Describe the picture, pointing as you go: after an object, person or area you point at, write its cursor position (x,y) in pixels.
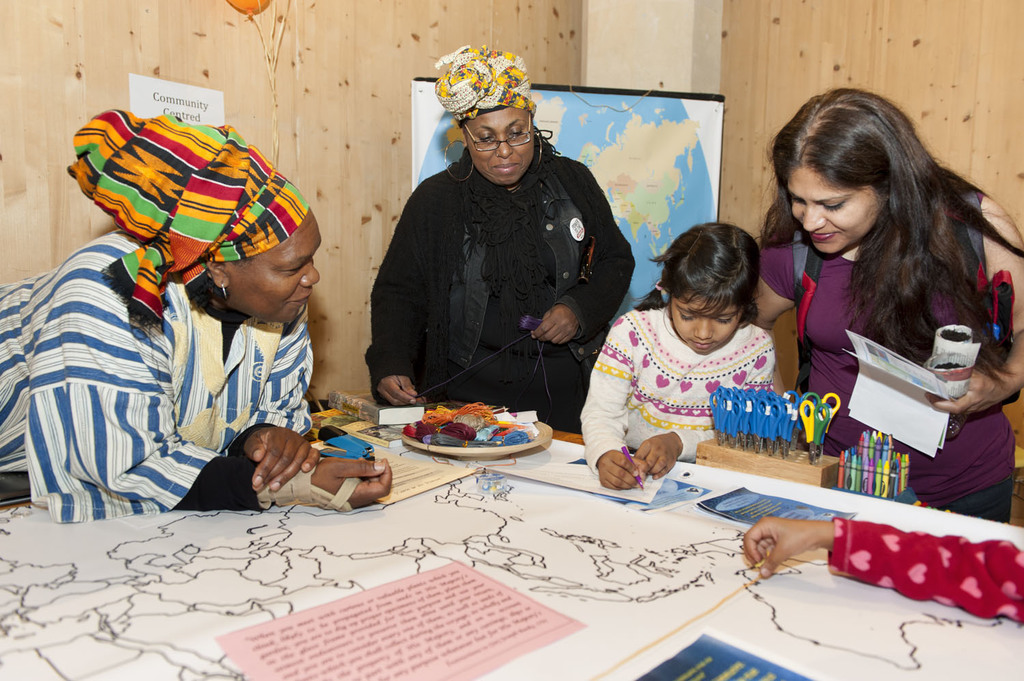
At the bottom of the image (904,612) there is a white paper (273,572) with map (352,527) on it. And also there are few papers (401,667) on that white surface (340,566). And also there is a book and a plate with threads (491,412). There are three ladies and girl (657,478) is standing. There is a block of wood (768,462) with scissors (797,443). Beside that there are crayons (898,459). Behind them in the background (576,103) there is a map (685,126) hanging and also there is a paper (167,85) attached to the wall (14,179).
